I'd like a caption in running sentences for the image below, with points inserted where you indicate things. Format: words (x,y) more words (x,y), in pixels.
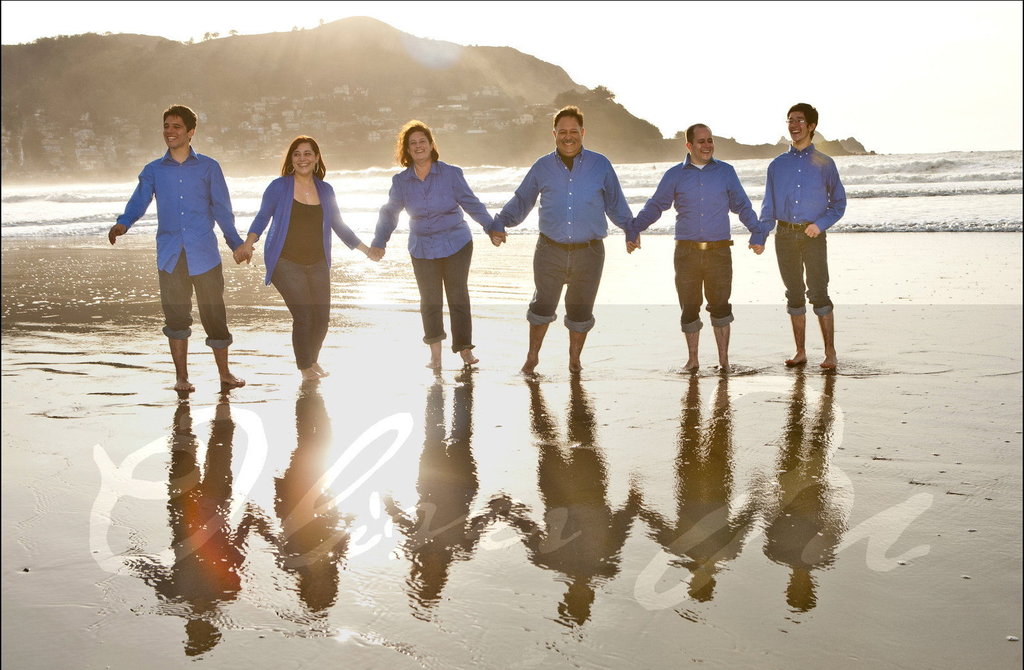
The image is taken in beach (908,323). In the foreground of the picture (633,497) there is text (106,512), water (458,525) and sand (136,379). In the center of the picture (440,239) there are people (534,197) standing, all of them are wearing blue dress (711,201). In the background (649,162) there are buildings (258,135), hill (358,78), trees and water body (925,204). Sky (585,46) is sunny.
